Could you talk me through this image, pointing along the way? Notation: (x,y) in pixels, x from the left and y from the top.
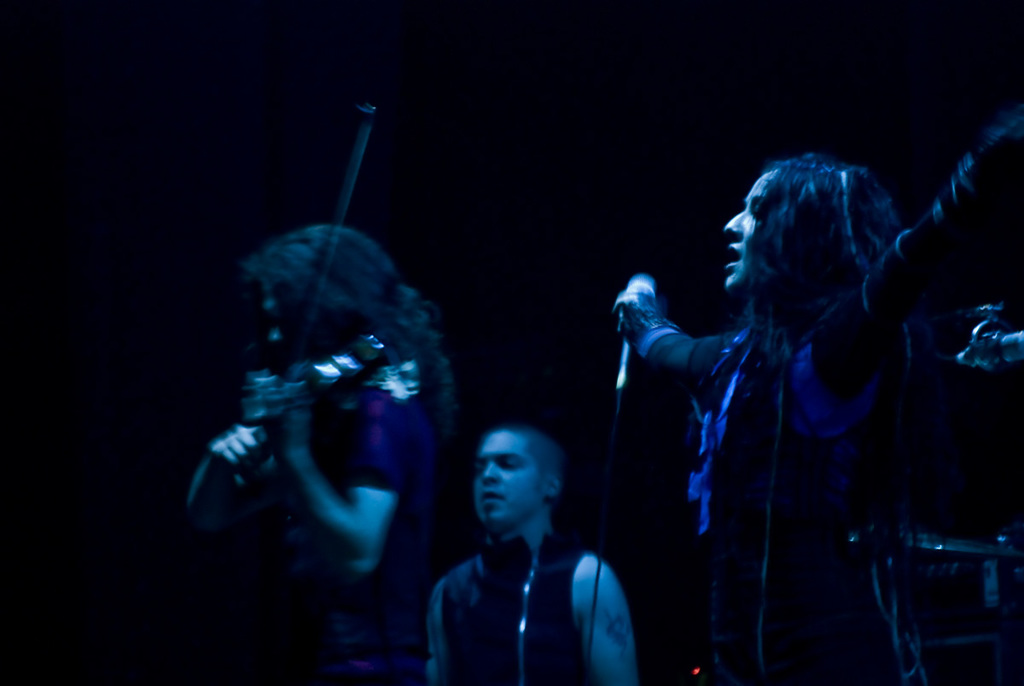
In this image there are a few people (699,489) playing musical instruments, one of them is holding mic (628,348) in her hand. The background (509,249) is dark.
